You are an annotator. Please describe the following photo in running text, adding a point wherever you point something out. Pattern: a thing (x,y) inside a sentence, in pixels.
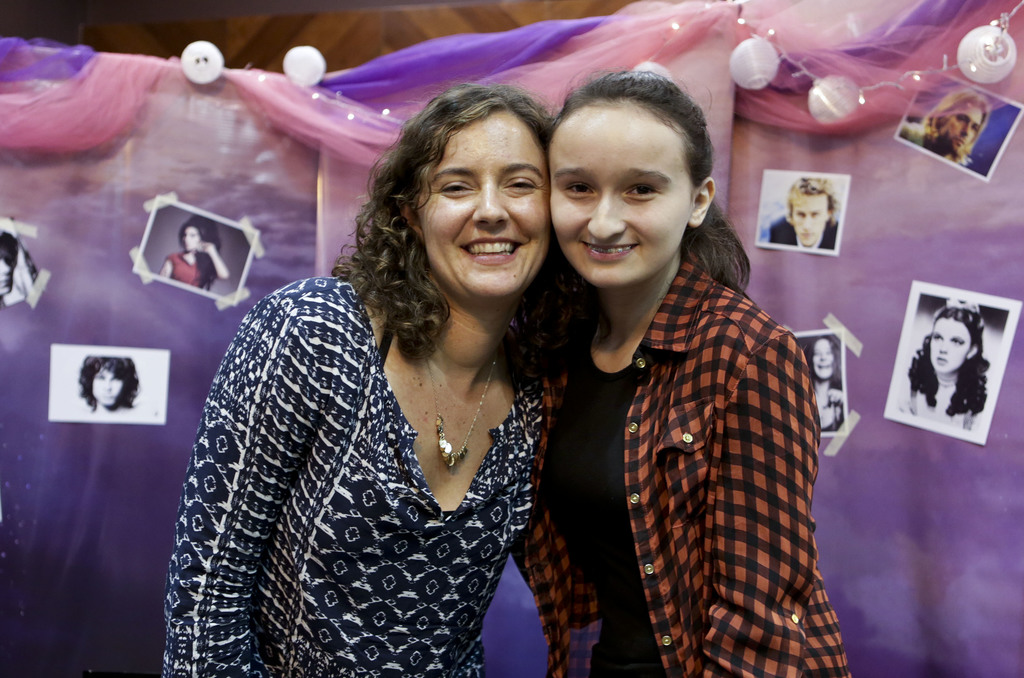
In this picture there are two women (671,301). There is a curtain (29,345) in the back side (125,305). There are photos (154,278) attached on the curtain (33,174).
